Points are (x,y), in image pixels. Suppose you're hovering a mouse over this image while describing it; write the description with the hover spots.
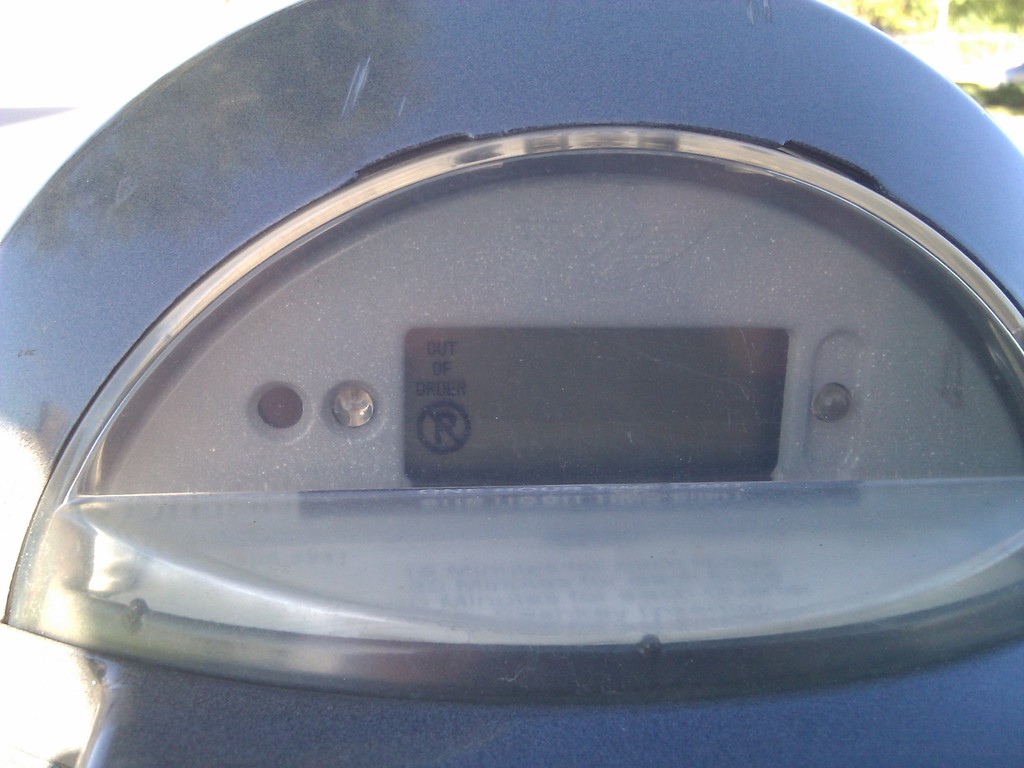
In this picture we can see a parking ticket meter display (442,424).
